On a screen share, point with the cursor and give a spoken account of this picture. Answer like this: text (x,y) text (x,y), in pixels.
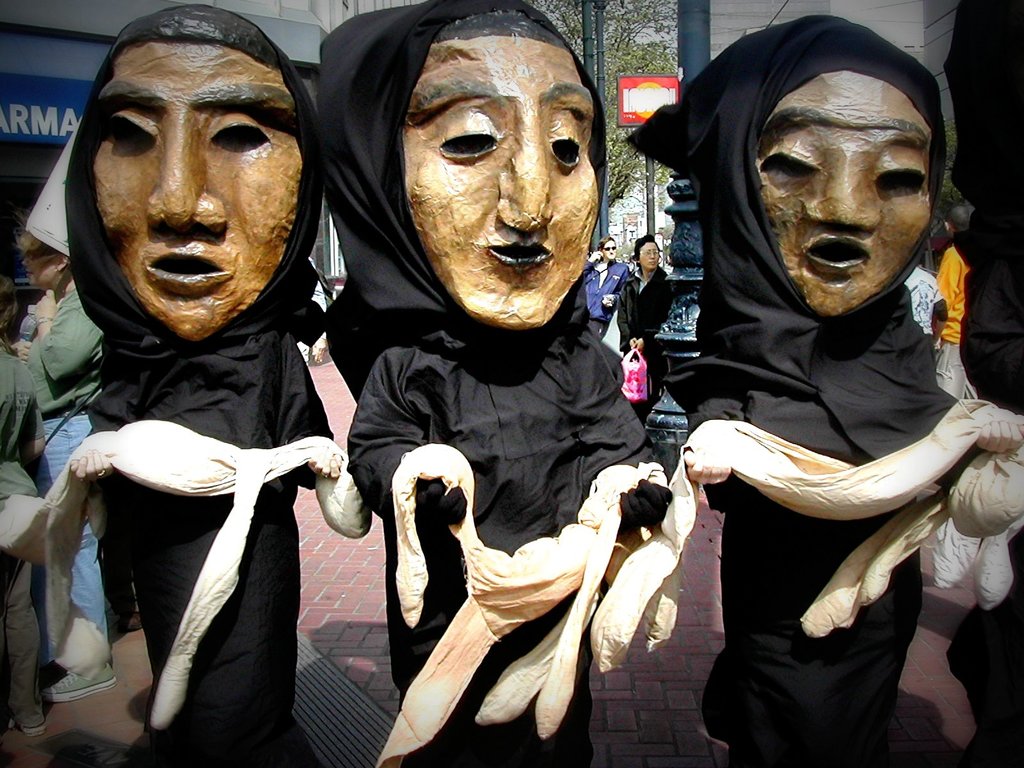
In the background (634,7) we can see a tree (651,1), pillar (689,39), poles (602,47) and a board (628,83). Near to the pillar (702,49) we can see a man (645,338) standing, holding a pink carry bag (634,363). On the left side of the picture (5,165) it seems like a building (5,165) and we can see a board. In this picture we can see the people (615,301). This picture is mainly highlighted with the dolls (400,362) in the same black attire (479,386) and we can see the garments (478,541) in the hands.
